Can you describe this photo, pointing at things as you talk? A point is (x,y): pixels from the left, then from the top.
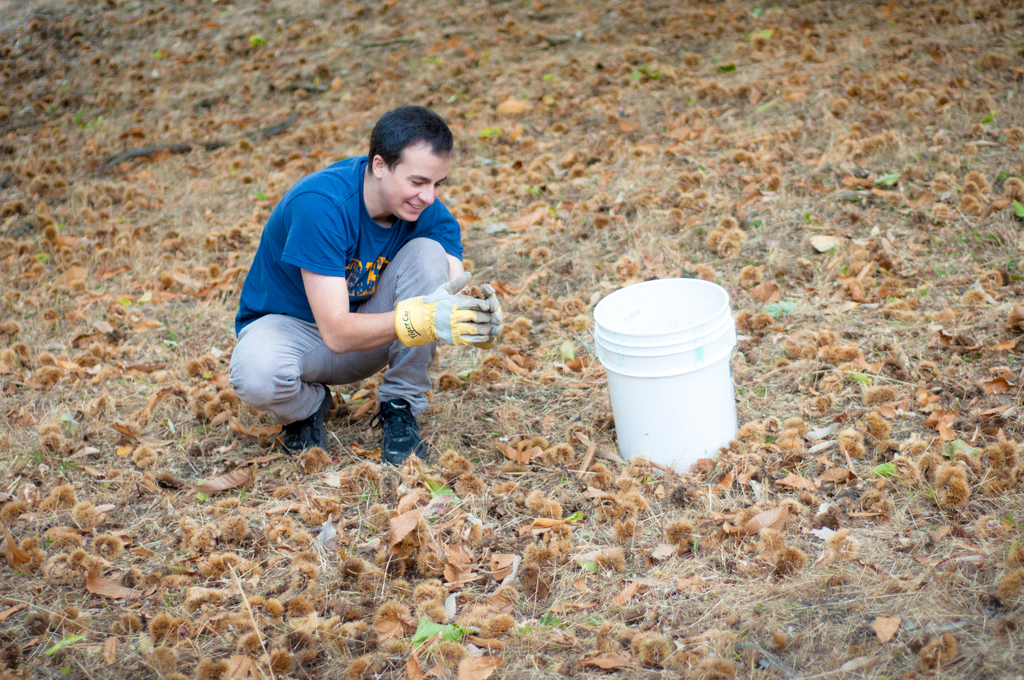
In this image I can see an open ground (227,287) and on it I can see a white colour bucket (617,325) and a man (310,201). I can see he is wearing a blue colour t-shirt (298,308), a jeans (321,340), the black shoes (381,417) and the grey gloves (430,316). I can also see something is written on the glove (448,311). I can also see number of brown colour things (52,191) and few sticks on the ground (782,336).
